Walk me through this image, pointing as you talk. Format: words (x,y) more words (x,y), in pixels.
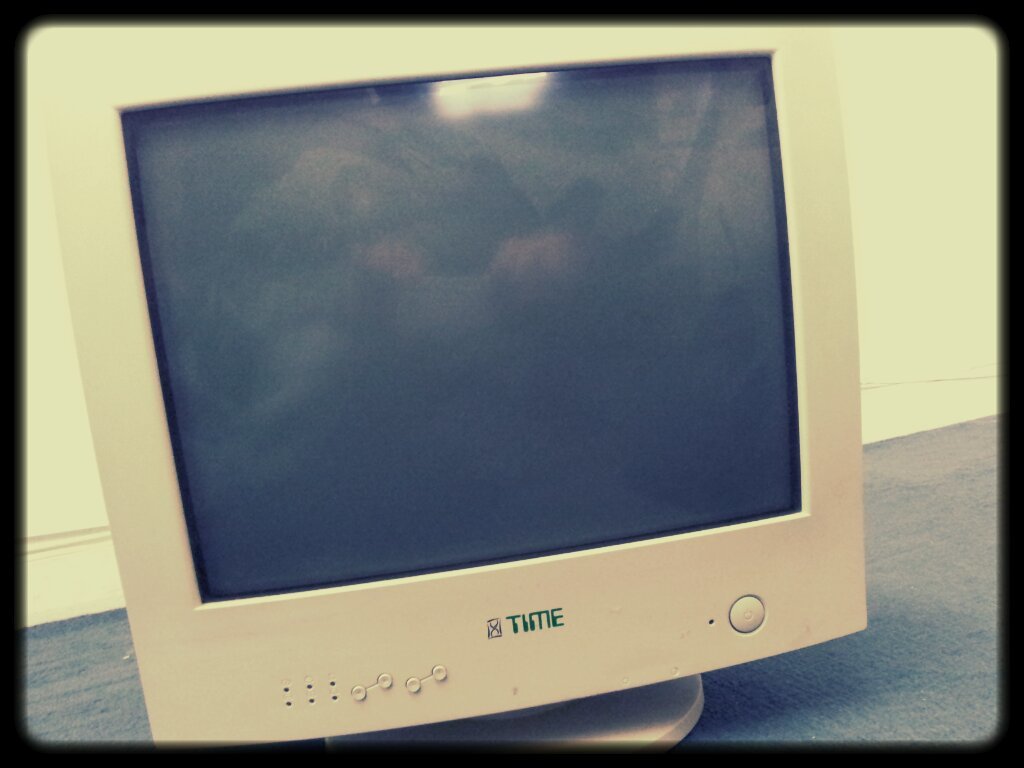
In the center of the image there is a platform (905,637). On the platform (905,637), we can see one monitor (623,460). In the background (868,74) there is a wall (868,74). And we can see the black colored border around the image.
